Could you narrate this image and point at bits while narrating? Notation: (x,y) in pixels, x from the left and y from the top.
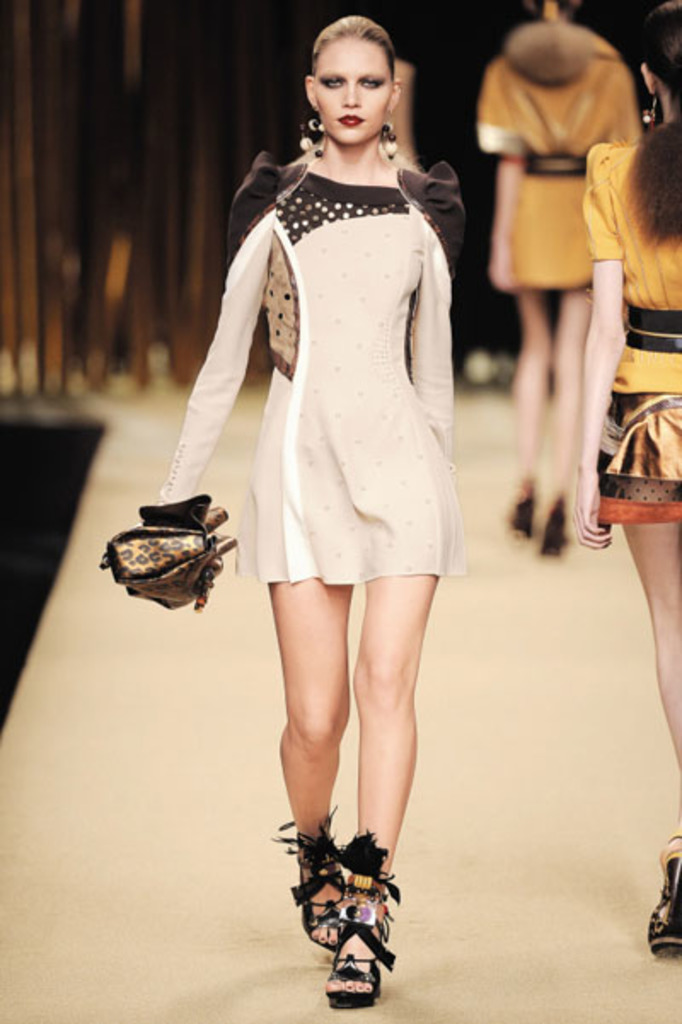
In the center of the image (319,480) we can see one woman (304,480) walking on the ramp (190,645). And we can see she is in a different costume (299,439) and she is holding a bag (194,573). In the background (552,208) we can see curtains (76,239), two persons (634,478) are walking and a few other objects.
